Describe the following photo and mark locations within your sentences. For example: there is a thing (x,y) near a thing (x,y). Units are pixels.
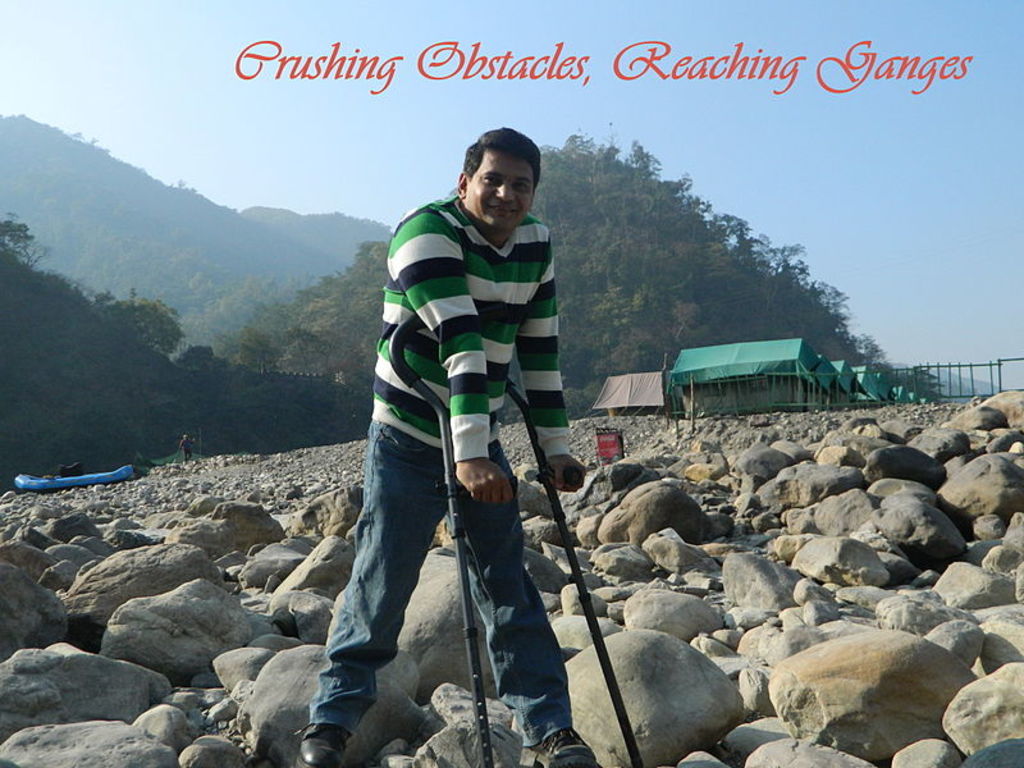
In the center of the image (384,299) there is a person (407,448) standing on the stones (573,705) with walking sticks (479,670). In the background (633,403) there are tents (676,387), hills (125,330), person (189,450) and sky (232,152). At the bottom of the image (791,718) there are stones (182,663). At the top (590,73) there is a text (365,70).
